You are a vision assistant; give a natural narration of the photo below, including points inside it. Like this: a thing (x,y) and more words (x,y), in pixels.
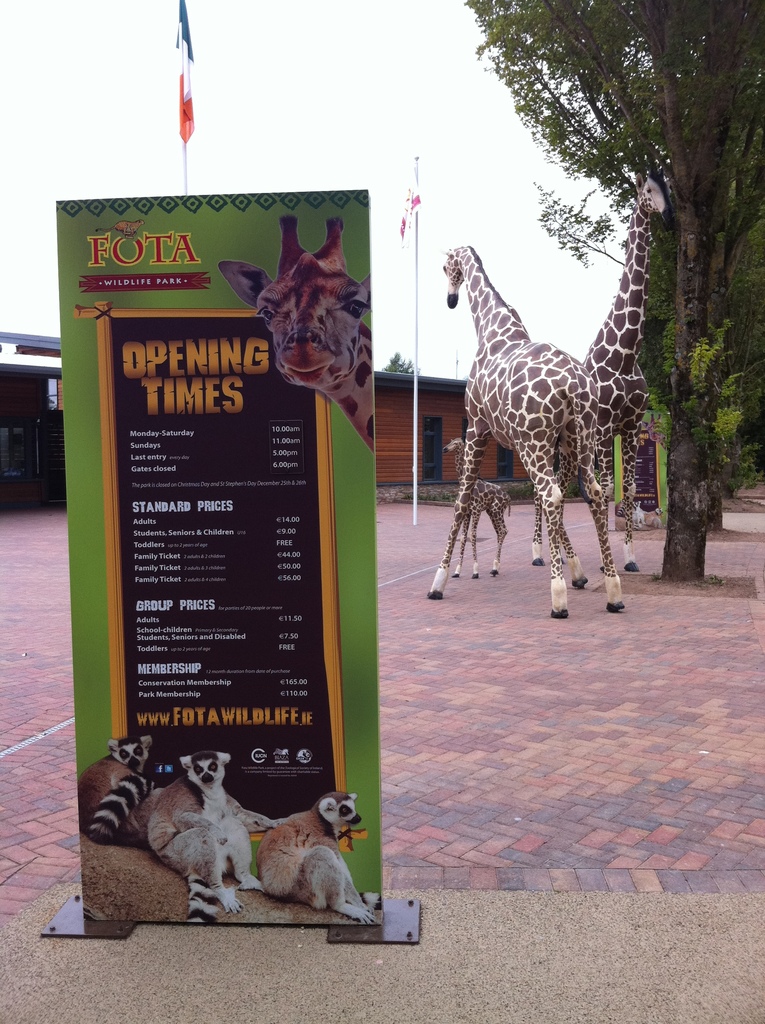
In this image, we can see giraffes (524,418) and there are trees (395,370), sheds (408,378), flags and there is a board (162,570) with some text (184,404), logos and there are some pictures (125,902) of animals (242,866).
